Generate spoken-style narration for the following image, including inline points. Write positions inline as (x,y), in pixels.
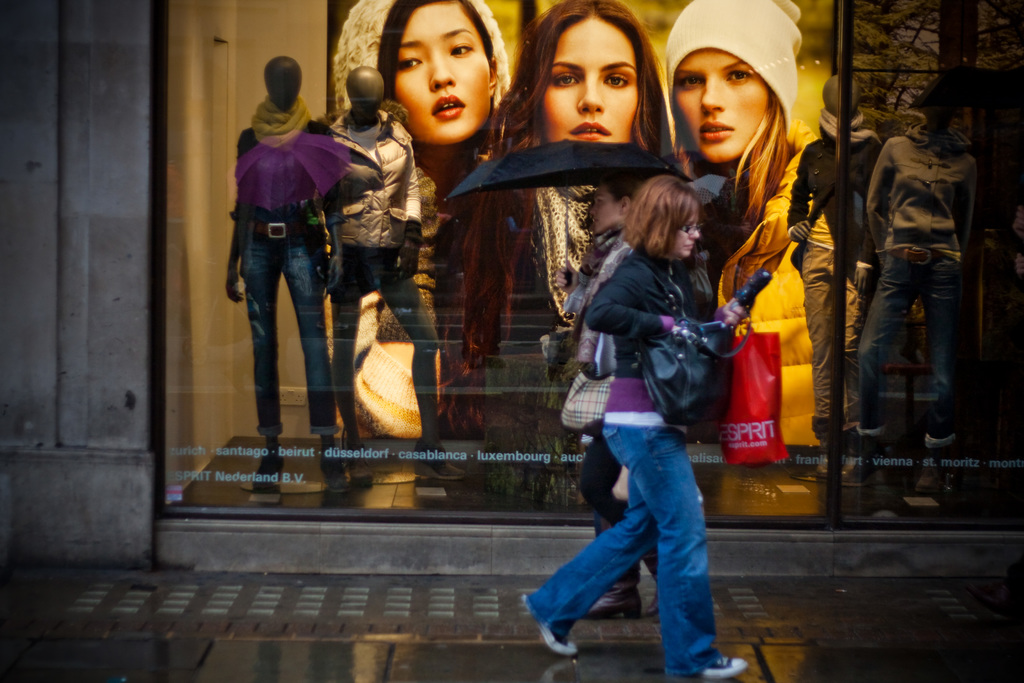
In this image there is a woman (732,314) carrying a bag (696,325). She is holding an object (740,305). Behind her there is a woman (605,260) wearing a scarf (605,260). She is holding an umbrella (558,161). They are walking on the floor (193,599). Behind them there is a glass wall (922,232). Behind the glass wall (426,422) there are few mannequins (336,237) having clothes (926,277). Behind it there is a picture (716,262) attached to the wall (184,130). In the picture (731,90) there are three women (655,127).
